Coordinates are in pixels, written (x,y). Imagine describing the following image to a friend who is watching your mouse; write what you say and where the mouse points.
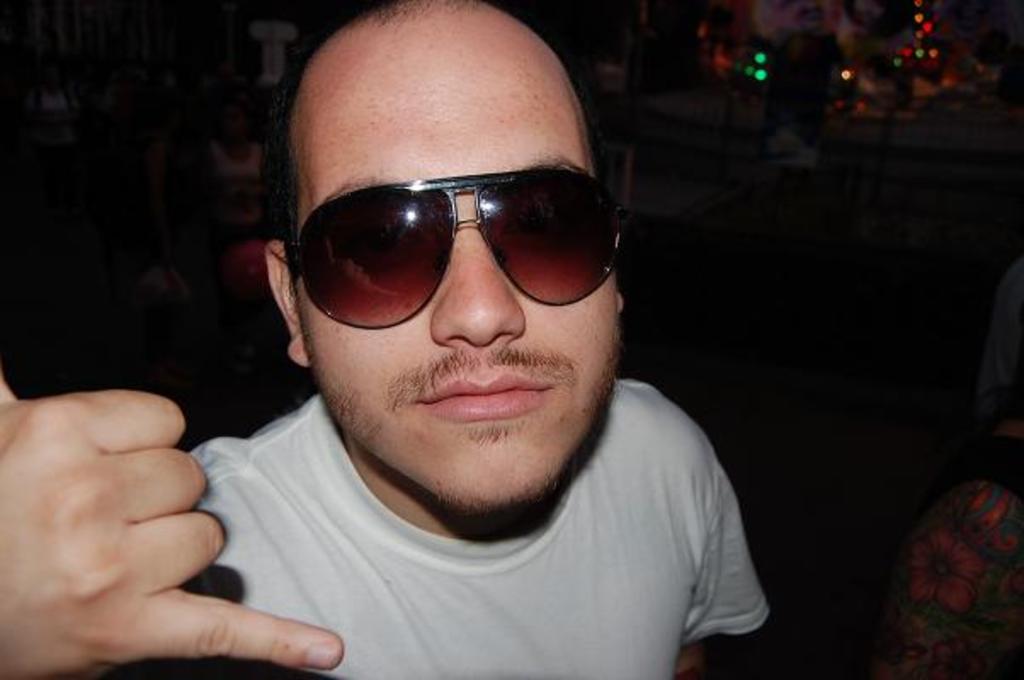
In this image the background (171,246) is dark. There are a few lights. In the middle of the image (434,449) there is a man (229,558).
